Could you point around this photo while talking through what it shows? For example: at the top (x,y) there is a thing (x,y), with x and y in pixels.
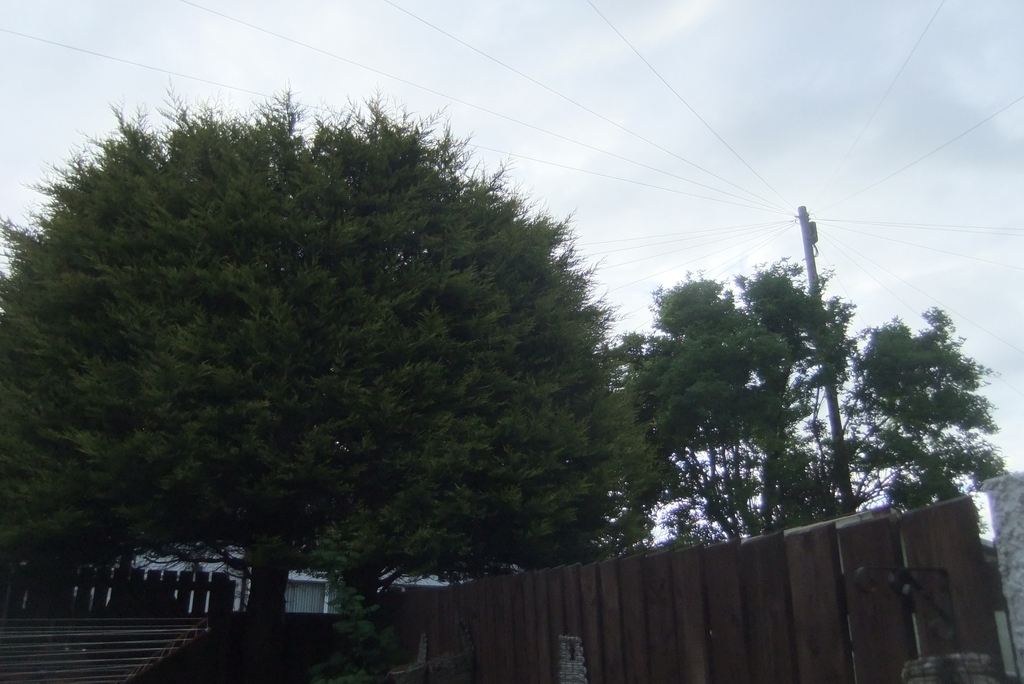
In this image we can see the building (248,591) with clothesline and fence (537,601). And there are trees (450,379), wall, current pole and the sky (775,156).
